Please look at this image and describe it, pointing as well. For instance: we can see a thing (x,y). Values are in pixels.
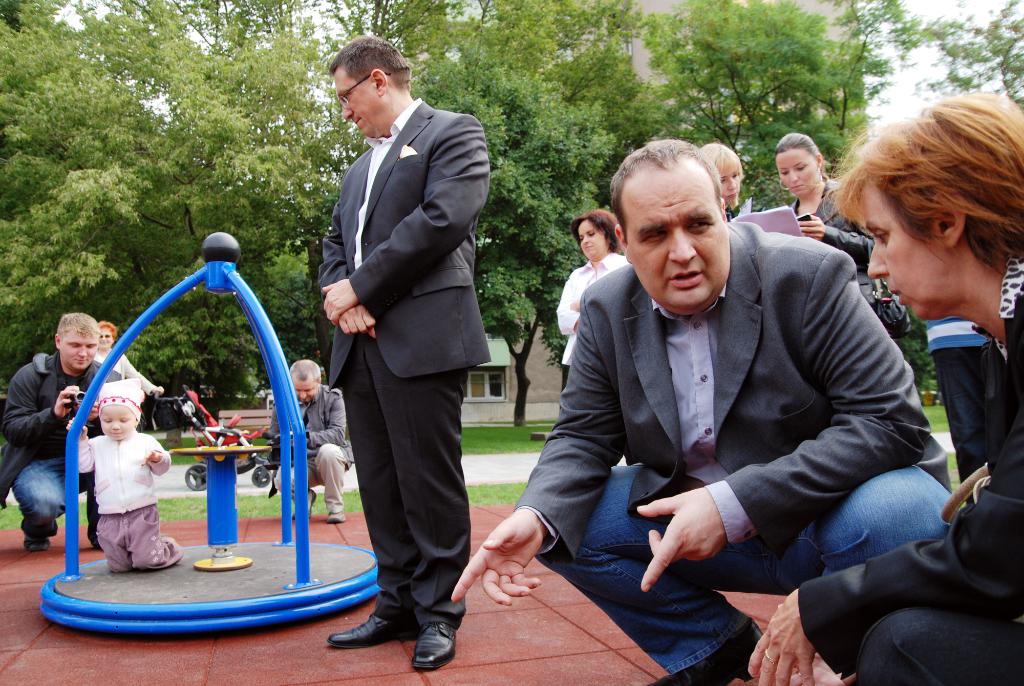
In the image few people (70,337) are standing and sitting and holding something in their hands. Behind them there is grass (272,503) and a person (161,389) is holding a stroller (200,433). At the top of the image (991,45) there are some trees (994,57). Behind the trees (967,25) there is a building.
